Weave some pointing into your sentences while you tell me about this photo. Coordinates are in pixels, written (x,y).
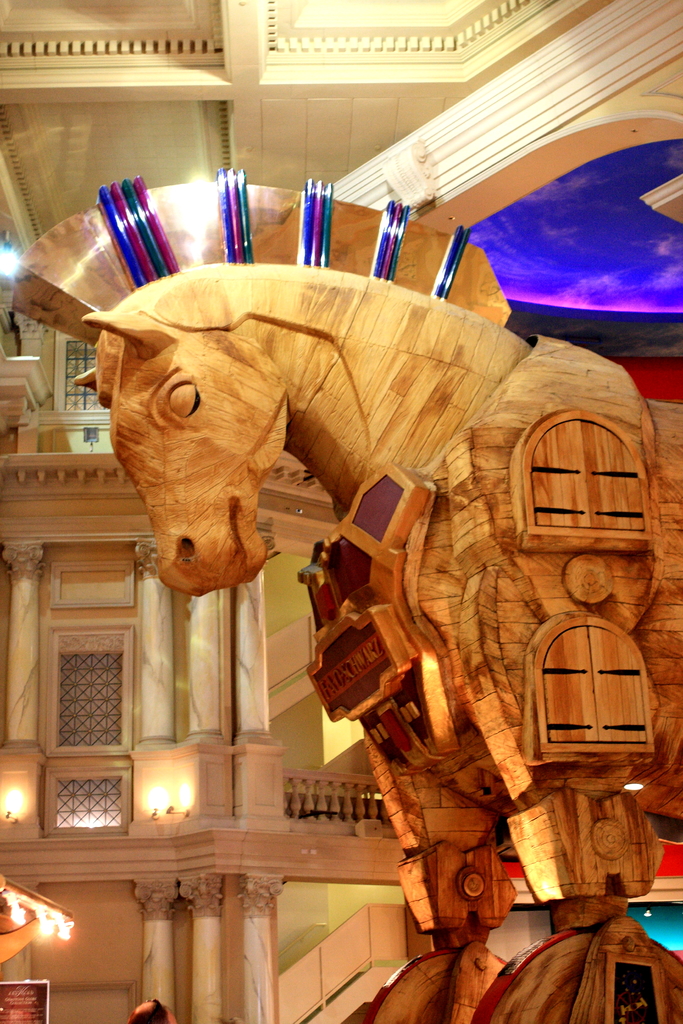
In this image I can see a wooden horse sculpture (290,385) inside a building (69,593).
